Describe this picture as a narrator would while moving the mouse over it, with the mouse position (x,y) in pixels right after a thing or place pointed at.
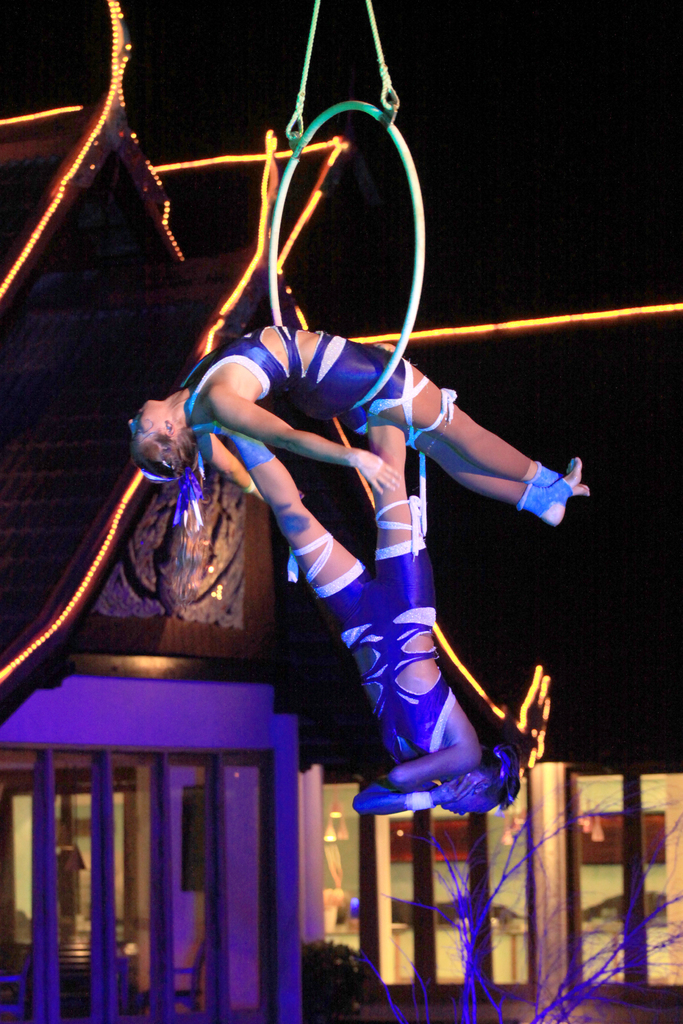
Here we can see people (433,413), ring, ropes (314,38) and decorative lights (101,118). These are glass windows (328,883). These are branches (455,879). Far there is a plant (325,958).
